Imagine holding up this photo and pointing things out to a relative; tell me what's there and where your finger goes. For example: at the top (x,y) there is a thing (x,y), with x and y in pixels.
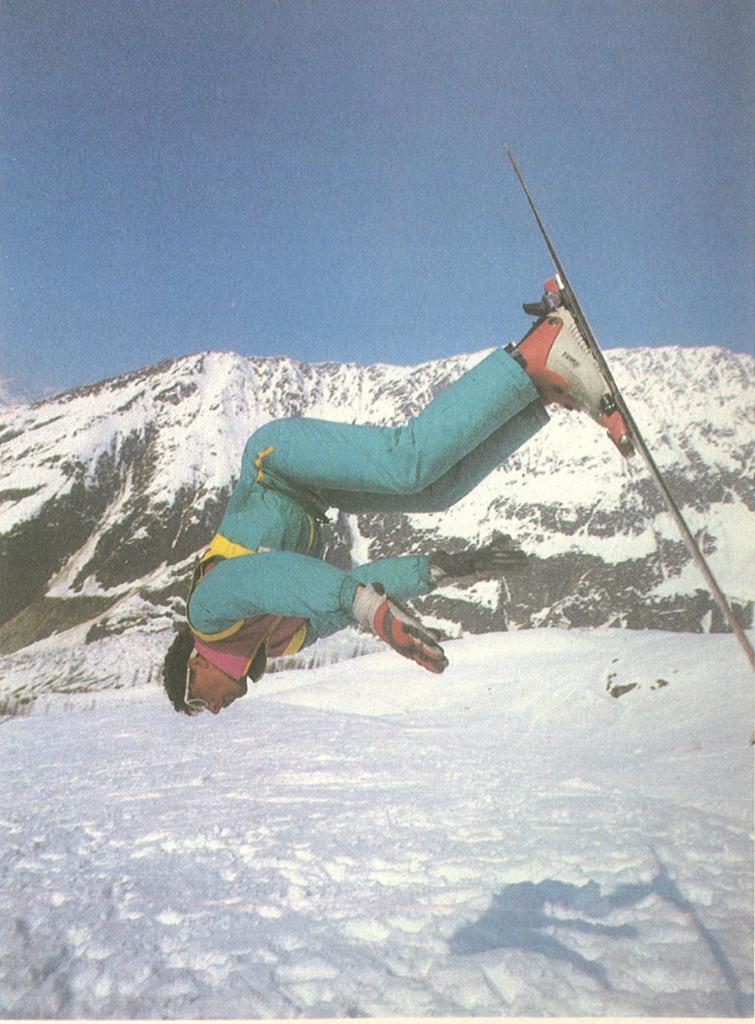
In this picture we can see a man (338,499) jumping with ski board (613,399), the man (460,399) is wearing costumes (285,588), in the bottom (394,932) we can see snow (371,801) in the background (129,540) we can see the mountains (204,403) and also sky (198,259).
